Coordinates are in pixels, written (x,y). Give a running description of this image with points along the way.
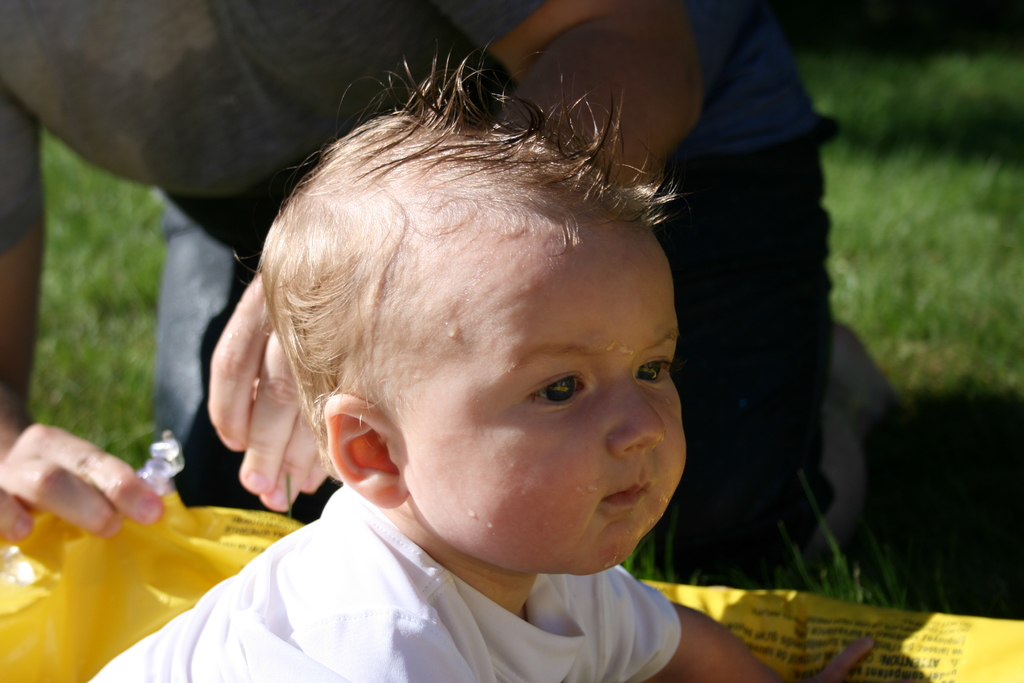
In this image I can see two people (518,409) with different color dresses (472,631). I can see the yellow color object (193,585) in-between these people (193,612). And I can see the grass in the back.
